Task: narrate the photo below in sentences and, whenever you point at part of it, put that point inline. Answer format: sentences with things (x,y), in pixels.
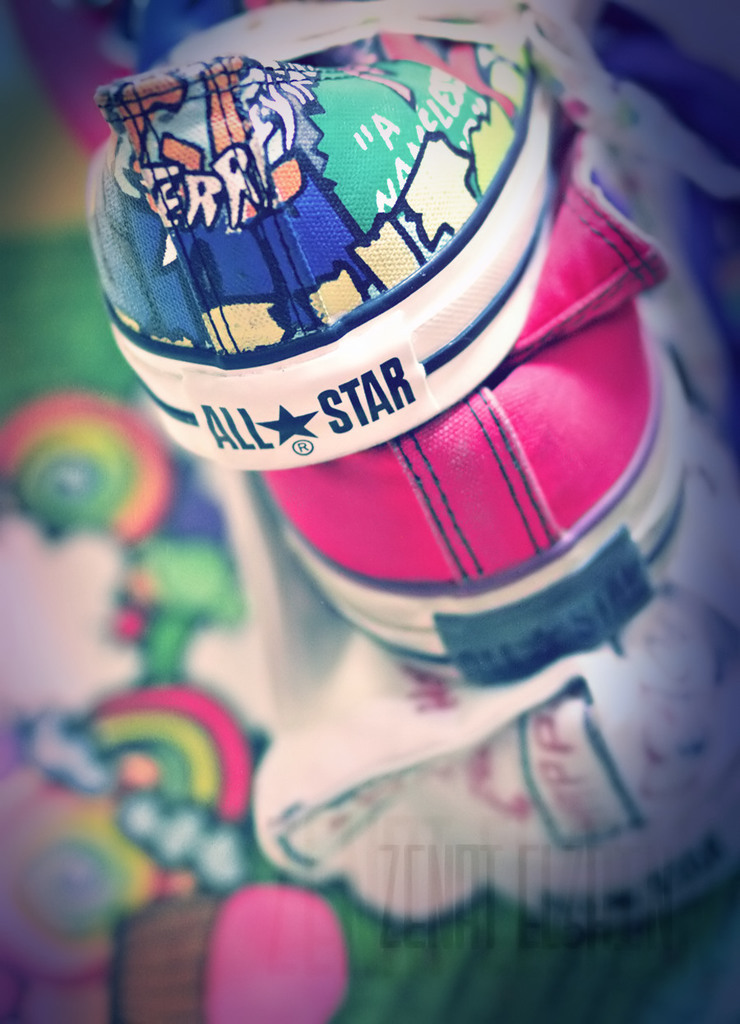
The picture consists of shoes (437,456), around the shoes (460,804) it is blurred.
